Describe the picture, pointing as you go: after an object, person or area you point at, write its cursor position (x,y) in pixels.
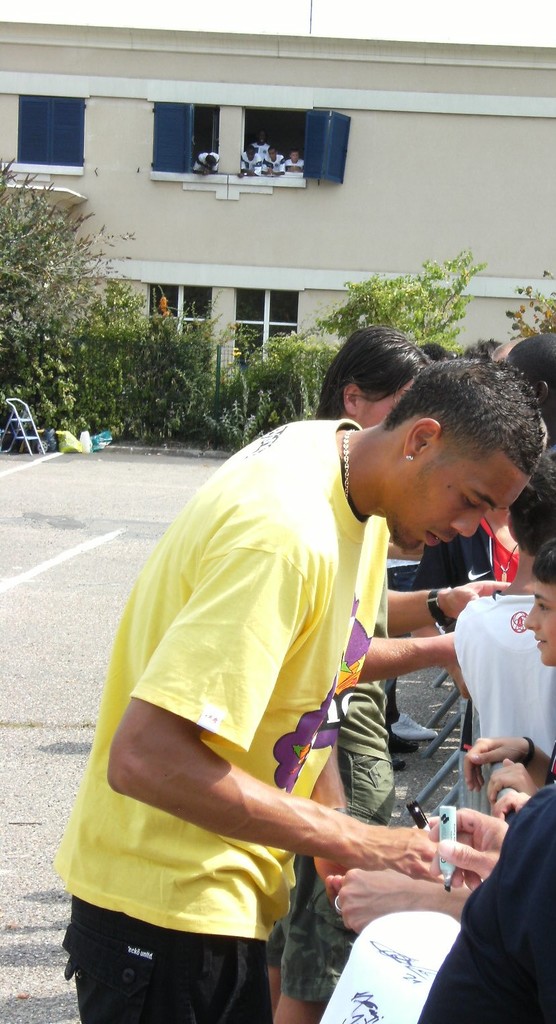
In the center of the image (202,634) there are people (348,860) standing on the road (129,490). In the background of the image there are children (248,167) in the window (185,142). There is a building (281,194). There are plants (157,319). There is a chair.
